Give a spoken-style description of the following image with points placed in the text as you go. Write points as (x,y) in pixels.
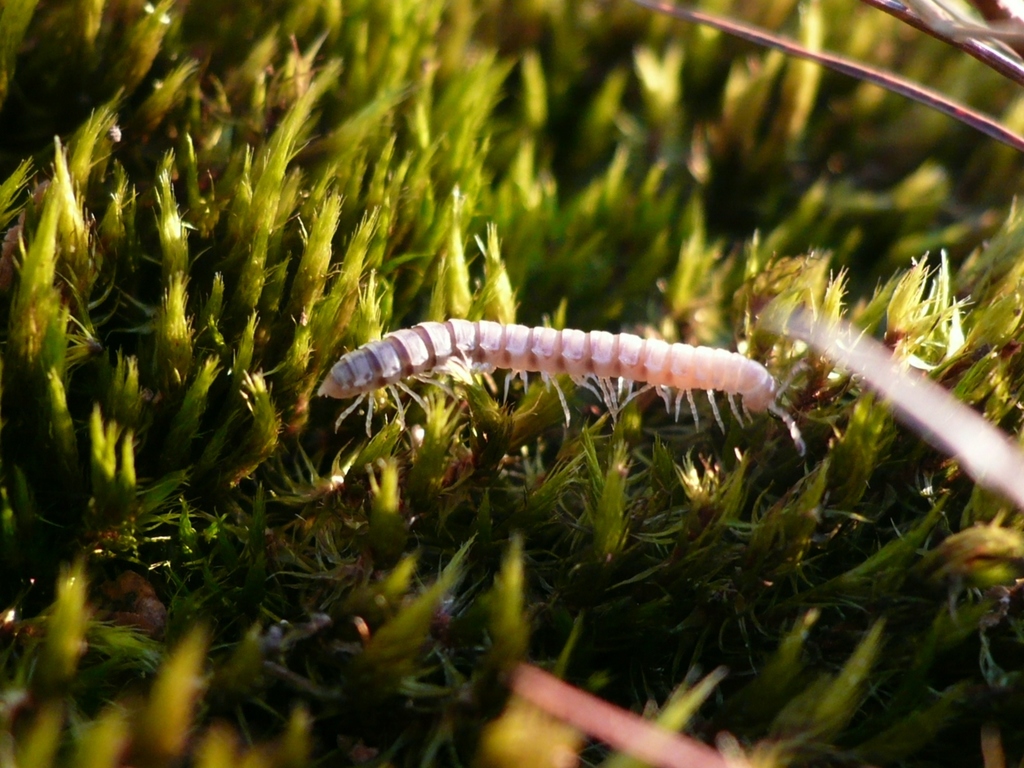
This image consists of an insect (392,369) on the grass (543,505). At the bottom (305,596), there is green grass (722,537).
